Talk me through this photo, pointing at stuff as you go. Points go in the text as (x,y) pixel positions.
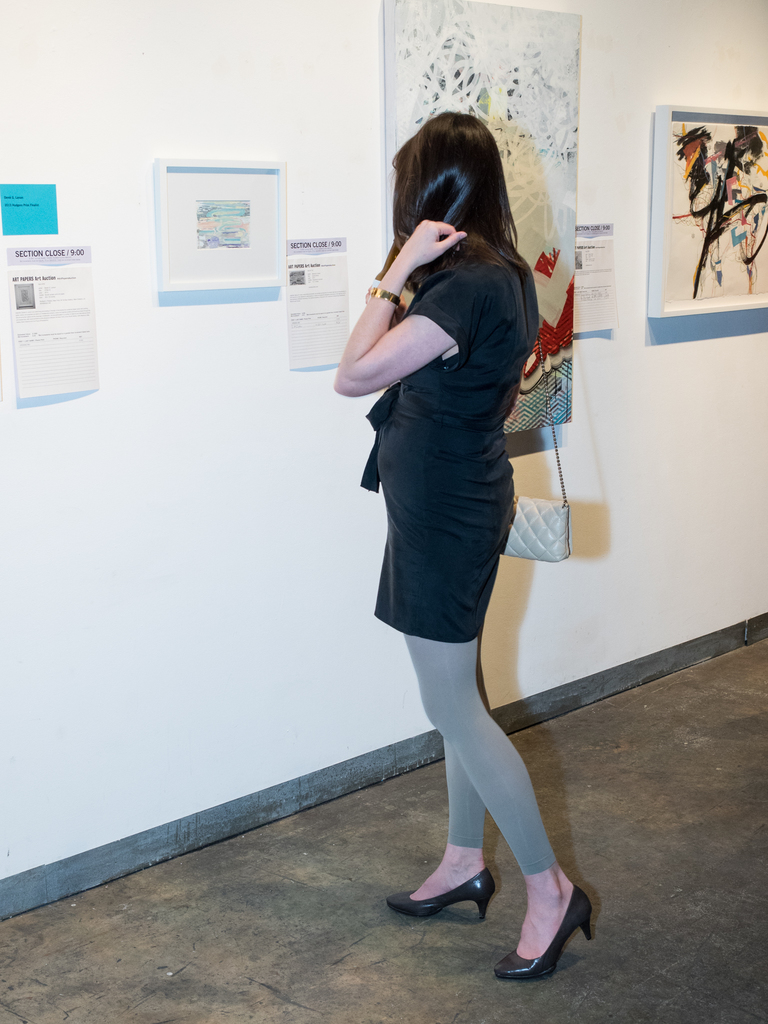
In the image we can see there is a woman (455,611) standing and she is carrying purse (550,524). There are papers (294,284) and photo frames (189,267) kept on the wall (352,222).
